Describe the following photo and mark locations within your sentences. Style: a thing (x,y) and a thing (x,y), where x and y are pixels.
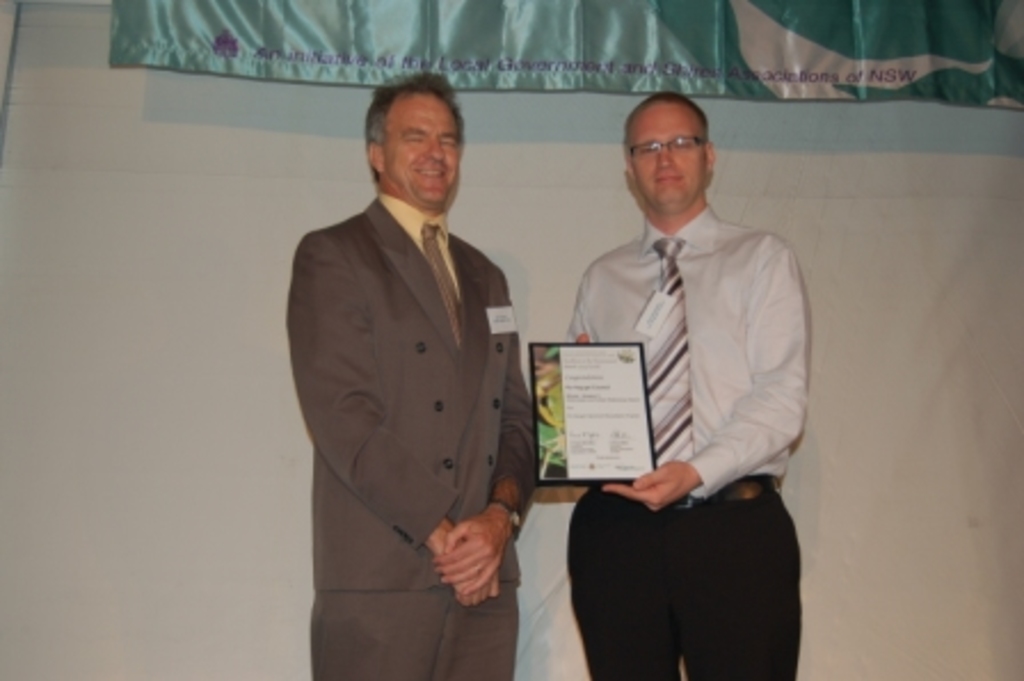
In this picture there is a man (617,271) who is standing on the right side of the image (690,381), by holding a poster (609,347) in his hand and there is another man (468,465) beside him, it seems to be there is a logo curtain (718,18) at the top side of the image (733,55).
